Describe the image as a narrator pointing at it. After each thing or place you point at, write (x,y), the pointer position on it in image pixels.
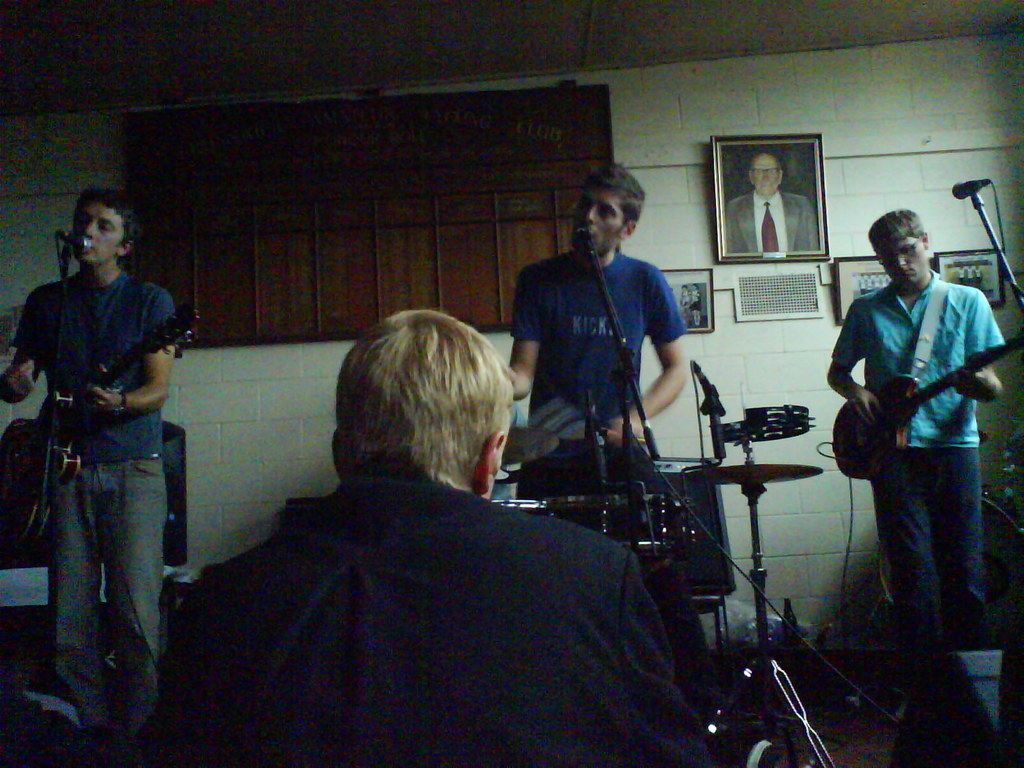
In this image, There are some people (867,315) standing and holding music instruments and there is a man (258,628) sitting in black coat (420,590), In the background (860,146) there is a white color wall (623,100) on that there is a brown color board (338,202) and a photo frame (770,192).
